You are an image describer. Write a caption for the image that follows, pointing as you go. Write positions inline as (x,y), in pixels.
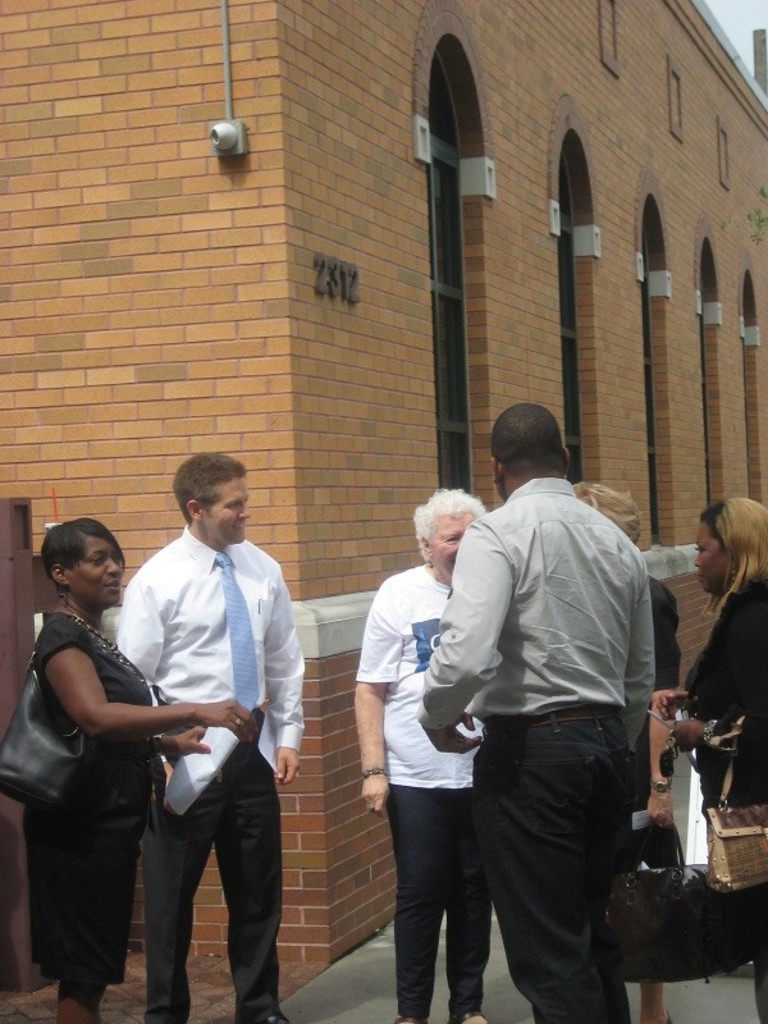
People (435,834) are standing and talking to each other. There is a building (312,194) at the back (259,194).
